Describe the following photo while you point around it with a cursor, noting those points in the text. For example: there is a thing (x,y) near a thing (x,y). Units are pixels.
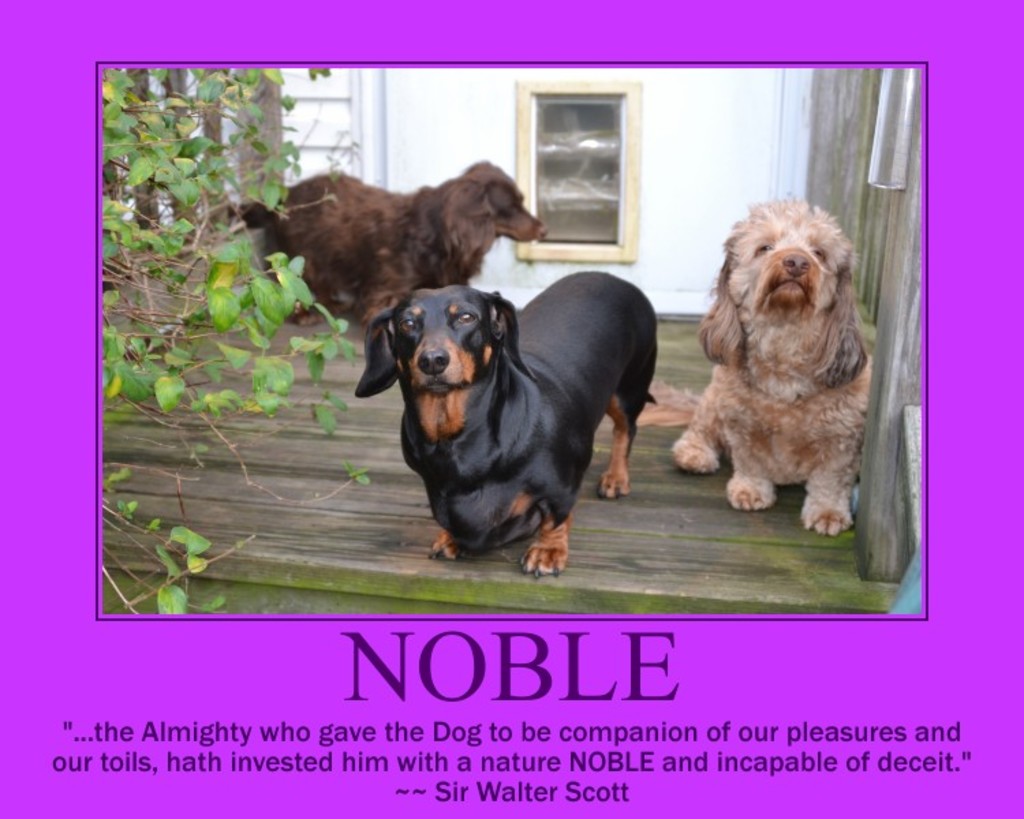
In this image we can see a poster (338,310) in which we can see dogs (385,298), plants (152,284), window (606,250) and we can see some text (568,769) written at the bottom (568,769).
